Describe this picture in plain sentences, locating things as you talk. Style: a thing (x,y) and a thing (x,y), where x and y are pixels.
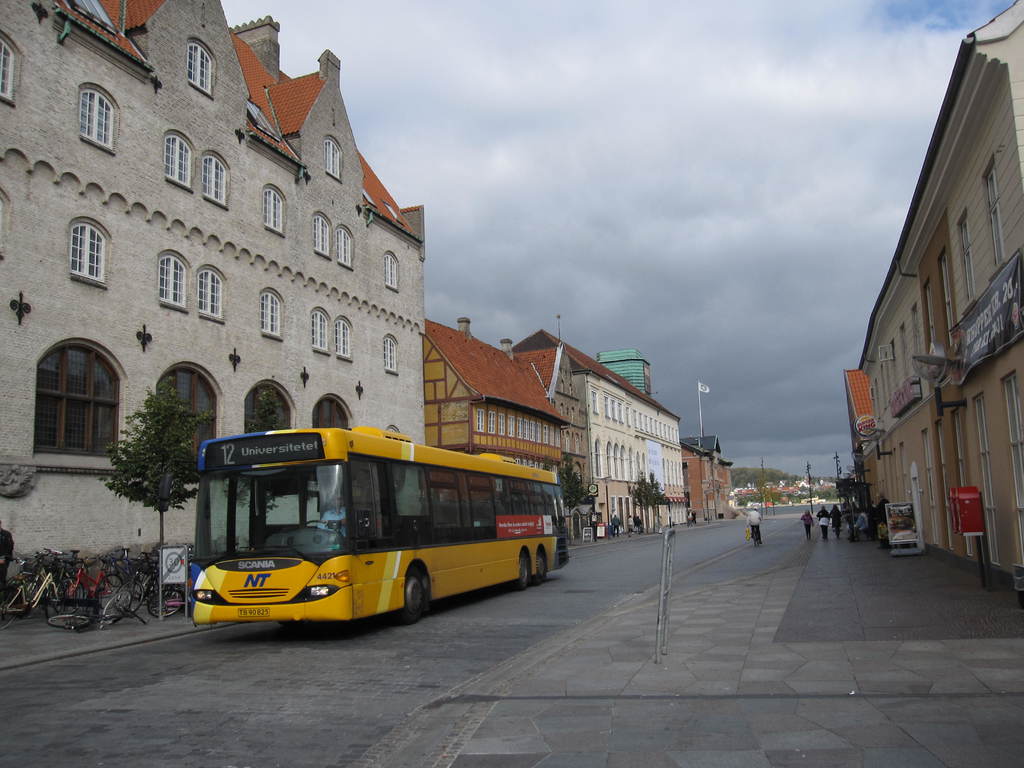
In the foreground (332,566) I can see a bus (353,583), bicycles (126,552) and group of people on the road (384,660). In the background (337,388) I can see buildings (326,399), windows (191,391), street lights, trees (758,473), boards (655,451) and the sky (657,326). This image is taken during a cloudy day on the road (528,618).
